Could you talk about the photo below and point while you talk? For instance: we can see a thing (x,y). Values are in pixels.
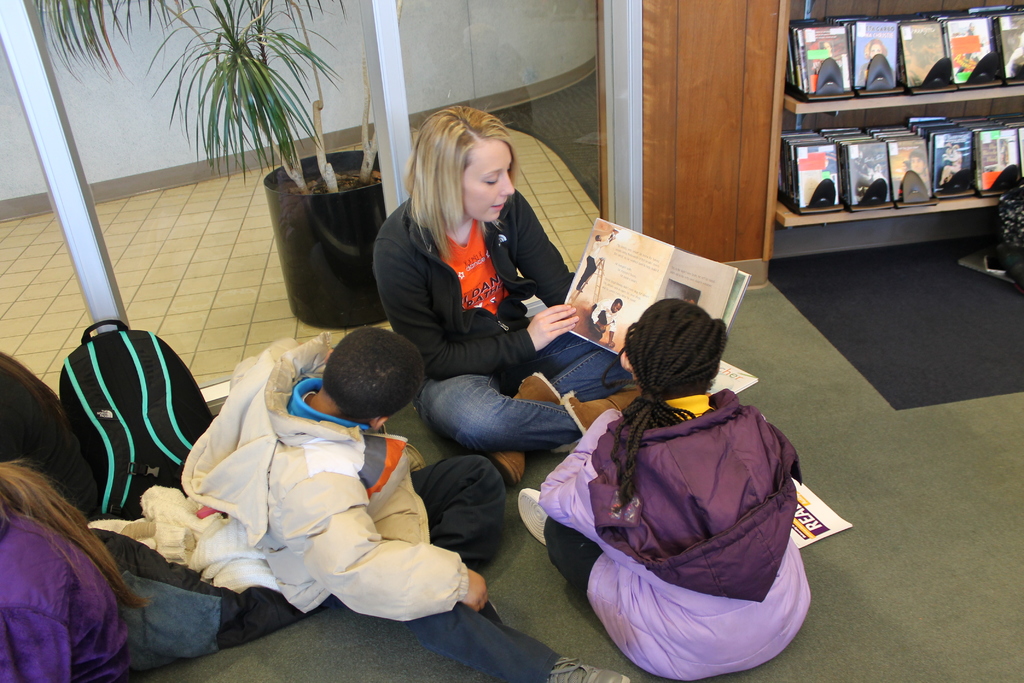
In this image in the middle (495,296), there is a woman (478,269), she wears a jacket (493,330), t shirt (493,306), trouser (567,351) and shoes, she is holding a book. On the right (710,481) there is a girl (610,537), she wears a jacket (713,527), trouser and shoes (523,505). On the left (340,377) there is a boy (305,502), he wears a jacket (372,478), trouser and shoes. On the left (92,539) there is a woman (23,530), clothes (62,560) and bag (123,385). In the background (536,119) there are books (853,180), cupboards (893,110), plant (332,170) and window (326,145).
